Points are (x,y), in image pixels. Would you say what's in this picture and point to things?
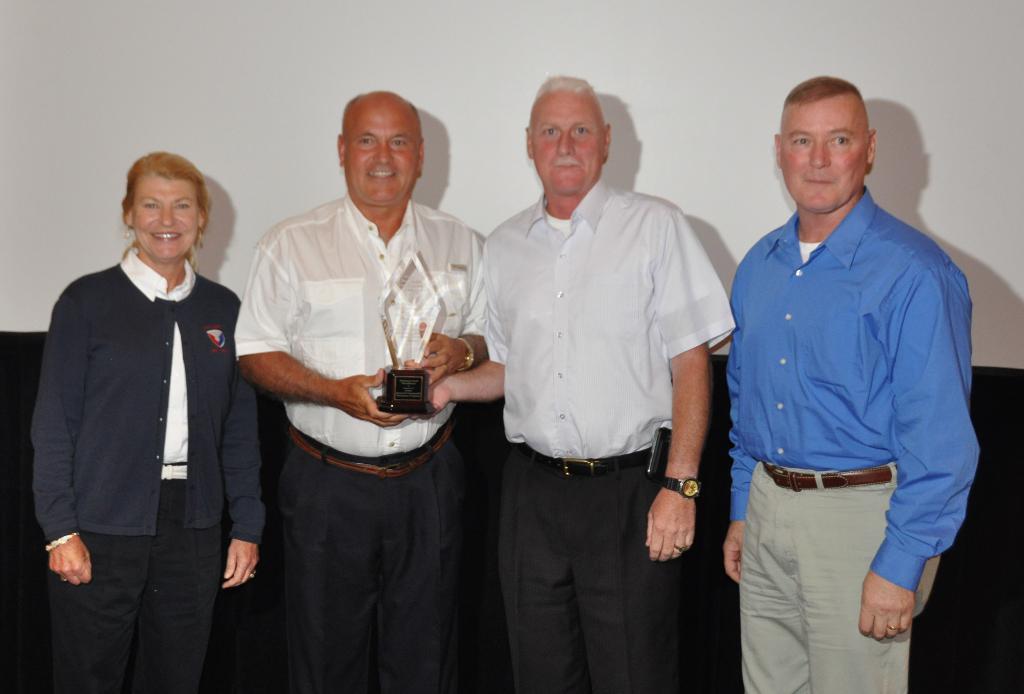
In this picture there are people (703,379) in the center of the image (544,284), by holding a trophy (389,369) in their hands (375,383).
